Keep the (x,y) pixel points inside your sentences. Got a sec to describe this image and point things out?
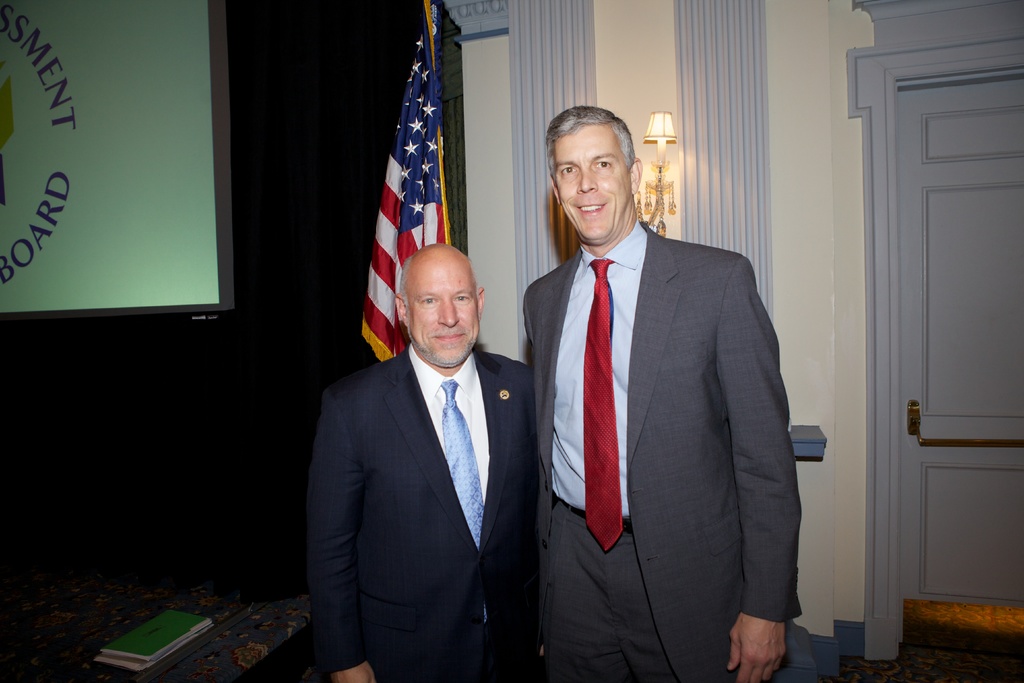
In this image in the center (592,398) there are two persons (406,502) who are standing and smiling, in the background (982,253) there is wall (831,184), door (955,256), flag (436,191), light (663,135) and screen (117,294). At the bottom (129,632) there are some books (116,663).
